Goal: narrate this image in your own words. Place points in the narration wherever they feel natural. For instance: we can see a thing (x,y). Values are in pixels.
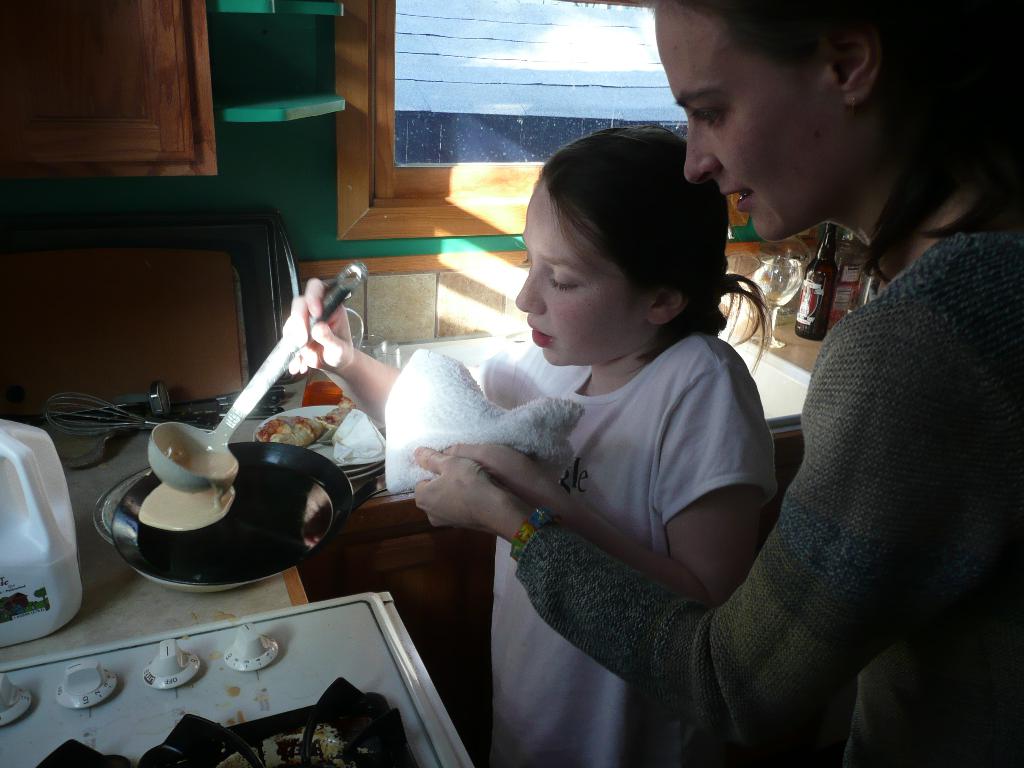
In the picture I can see a woman (860,508) and a child (475,447) wearing white color dress (700,462) is holding a ladle (167,426) and a cloth (490,418) is standing. Here we can see the stove (186,755), some objects (275,485), sink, bottle (811,319), glass (750,286), wooden cupboards (44,156) and the glass windows (412,121) in the background (390,155).
